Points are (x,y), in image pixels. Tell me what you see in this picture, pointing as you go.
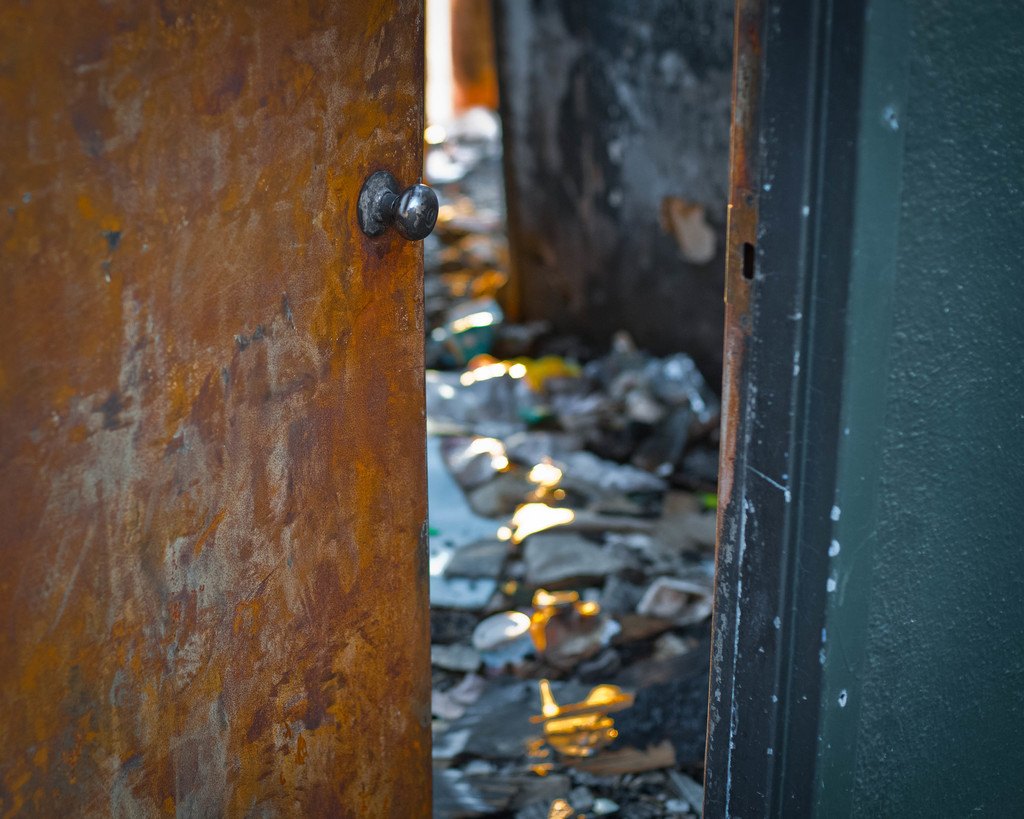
This is door (313,526) and there is a wall (902,713). Here we can see wastage (521,424) on the floor (620,656).
